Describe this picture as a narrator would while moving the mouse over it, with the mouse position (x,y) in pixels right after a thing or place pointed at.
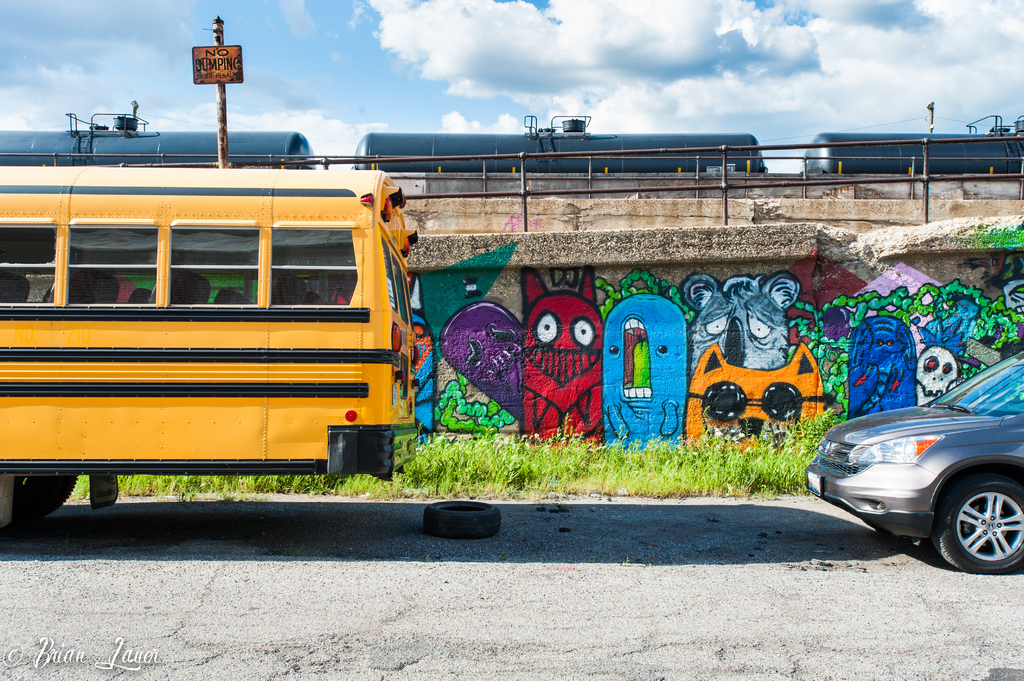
In this image I can see a bus (162,453) which is yellow and black in color on the road (176,564) and another car (902,499) which is grey in color on the road (451,540). I can see a black colored Tyre (492,515) in between the vehicles (167,407). In the background (487,464) I can see some grass (538,470), the wall (500,180), some painting (551,364) on the wall (567,321), a train (177,152), a pole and the sky (413,77).
